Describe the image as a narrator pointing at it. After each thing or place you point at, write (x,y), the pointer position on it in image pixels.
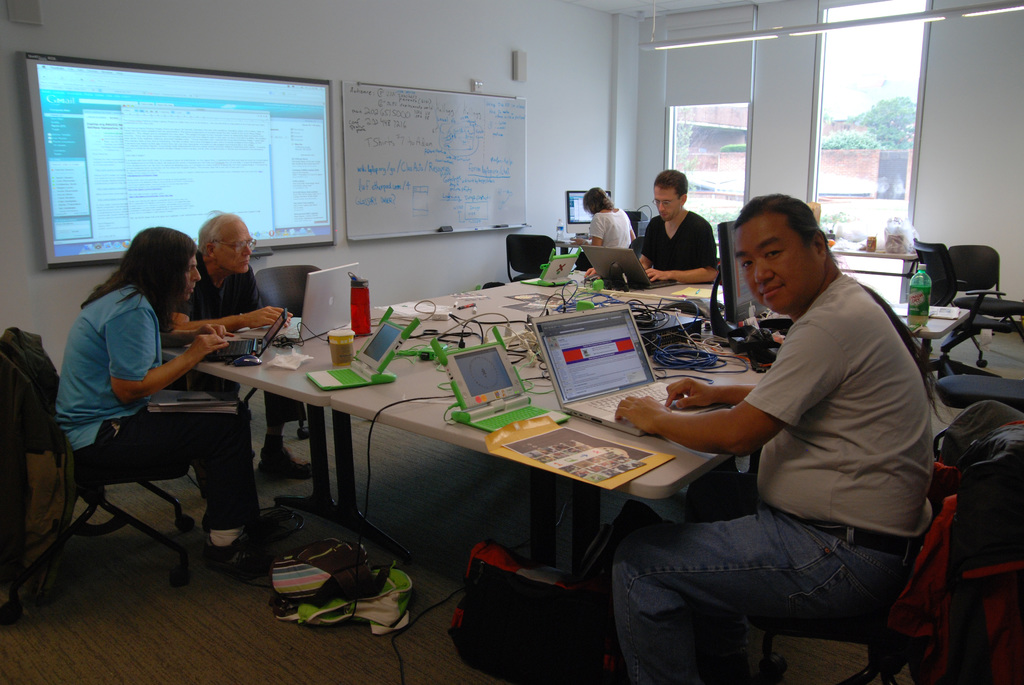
This picture is taken inside the room (987,292), There is a table (446,405) which is in white color on that table (553,306) there are some laptops (490,360) and there are some people (798,371) sitting on the chairs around the table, In the background (712,133) there is a window (824,114) and there is a white color wall (307,51).
